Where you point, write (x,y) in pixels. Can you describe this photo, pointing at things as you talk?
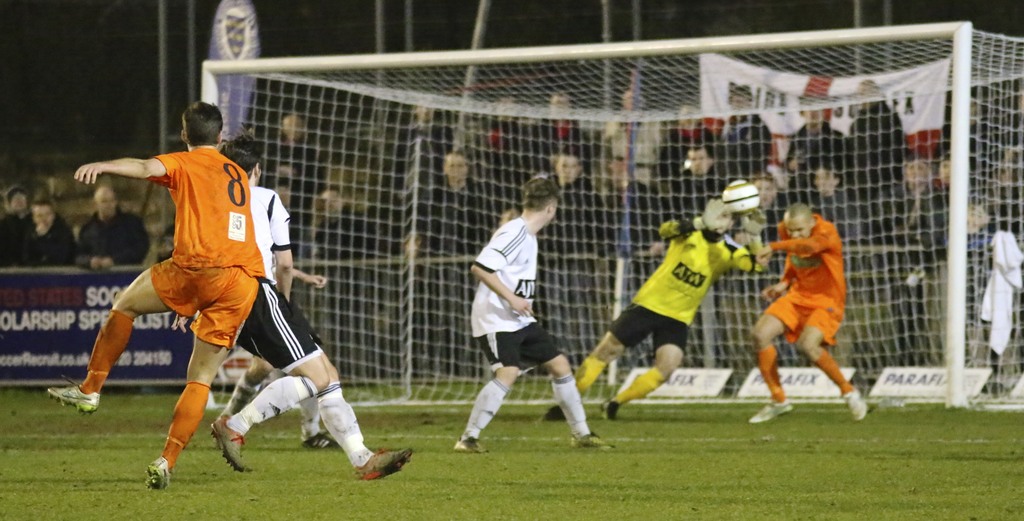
In the image there players (481,406) were playing football in the ground (536,469) and around the ground (13,422) the spectators (699,147) were standing and watching the match.
